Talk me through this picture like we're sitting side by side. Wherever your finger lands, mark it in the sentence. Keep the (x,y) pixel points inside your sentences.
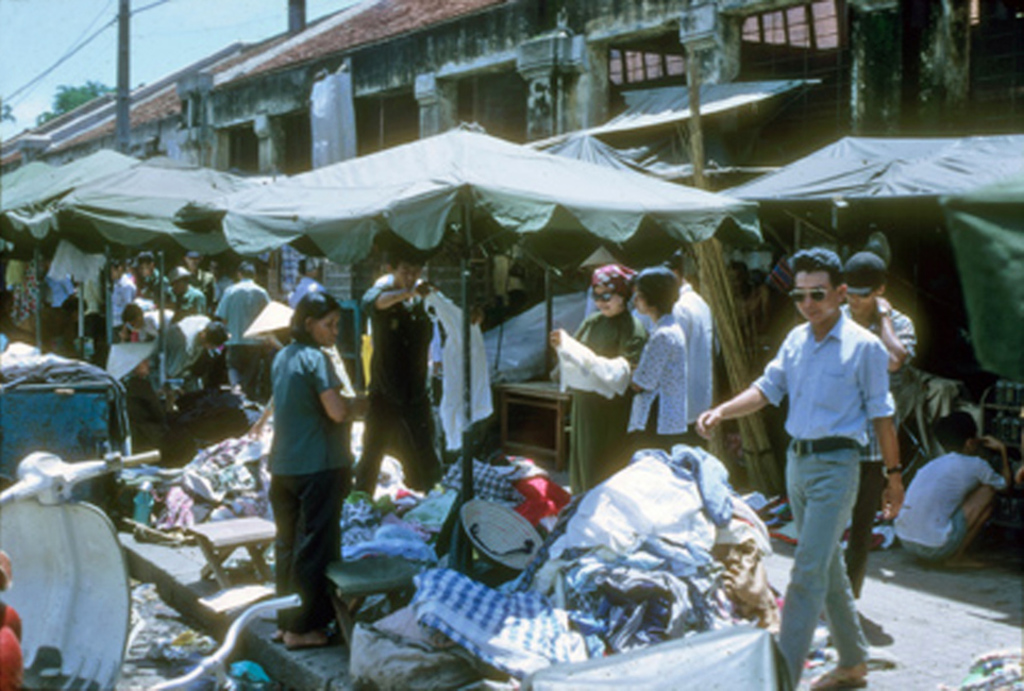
This picture is clicked outside. In the center (424,290) we can see the group of persons (592,410) and we can see the clothes (605,553), stools (218,546) and a vehicle (76,556) and some other objects (197,637), we can see the tents (580,193), metal rods (465,457) and many other objects (516,524). In the background (211,31) we can see the sky (184,29), cables (113,20), tree (92,92) and the houses (956,98) and some other objects (7,423). On the right (960,472) we can see a person (966,473) squatting on the ground (991,575) and a person (821,464) walking on the ground (991,588).
